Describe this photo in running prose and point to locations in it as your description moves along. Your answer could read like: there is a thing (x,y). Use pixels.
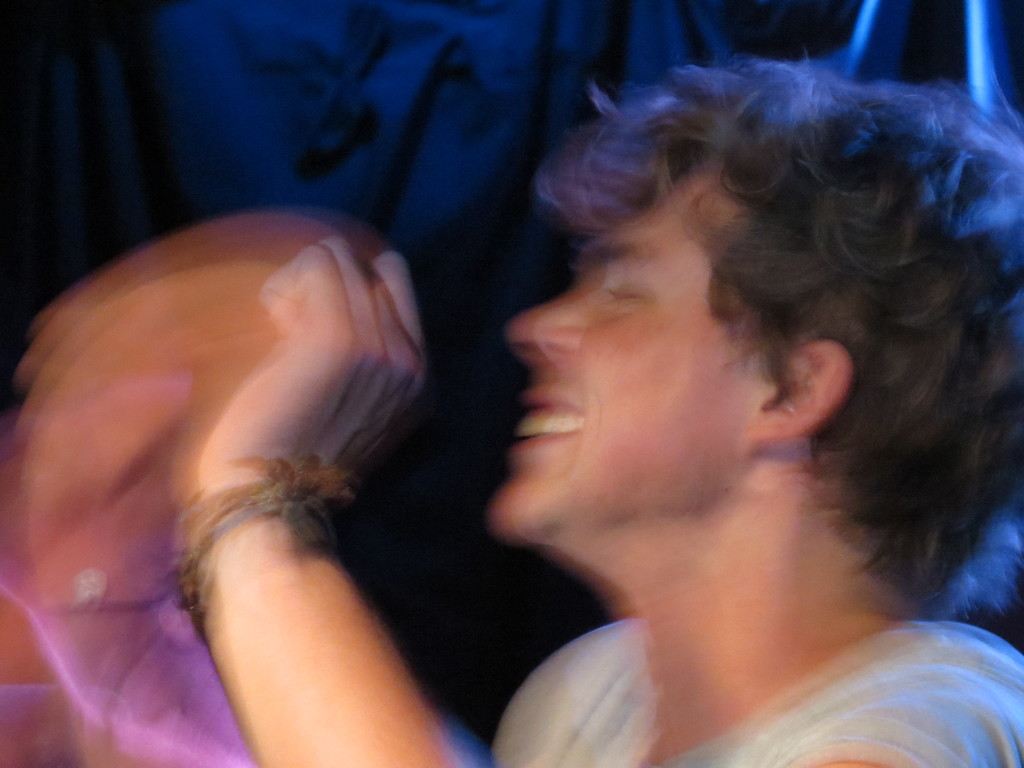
In this picture we can see a blur image of a person (577,409). In the background (177,215) the image is dark.
